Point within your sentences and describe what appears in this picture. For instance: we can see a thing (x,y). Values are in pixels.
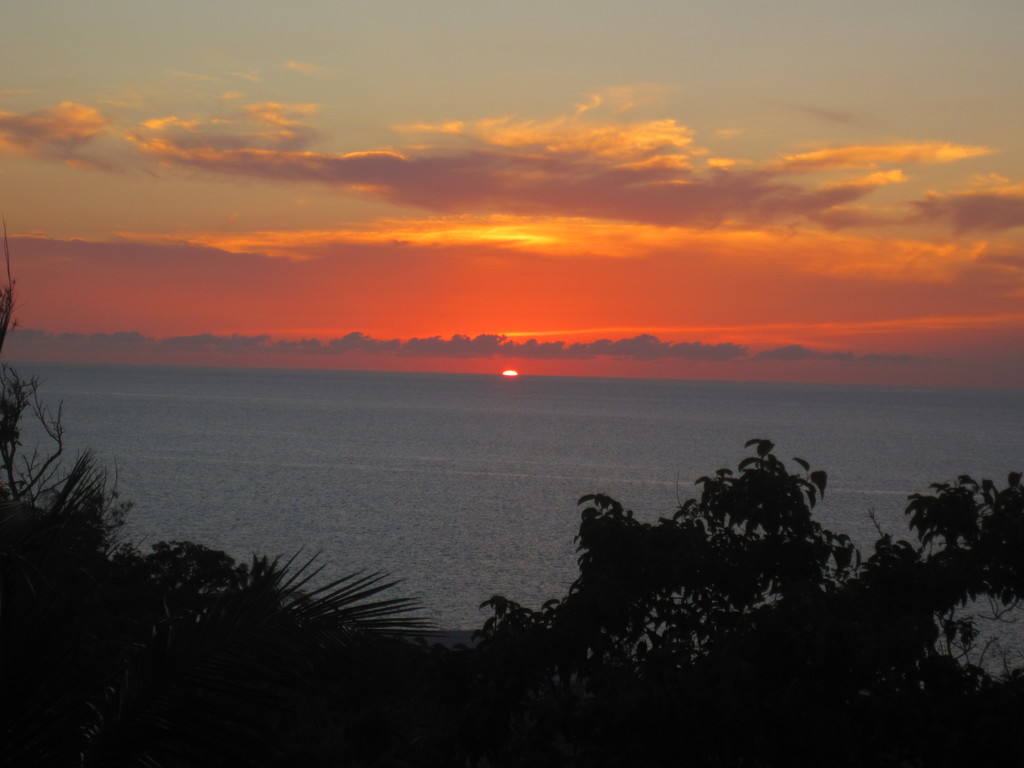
At the bottom of the picture (514,665) there are trees (825,638). In the center of the picture (485,428) there is a water body (301,391). In the background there is sun (515,374).
